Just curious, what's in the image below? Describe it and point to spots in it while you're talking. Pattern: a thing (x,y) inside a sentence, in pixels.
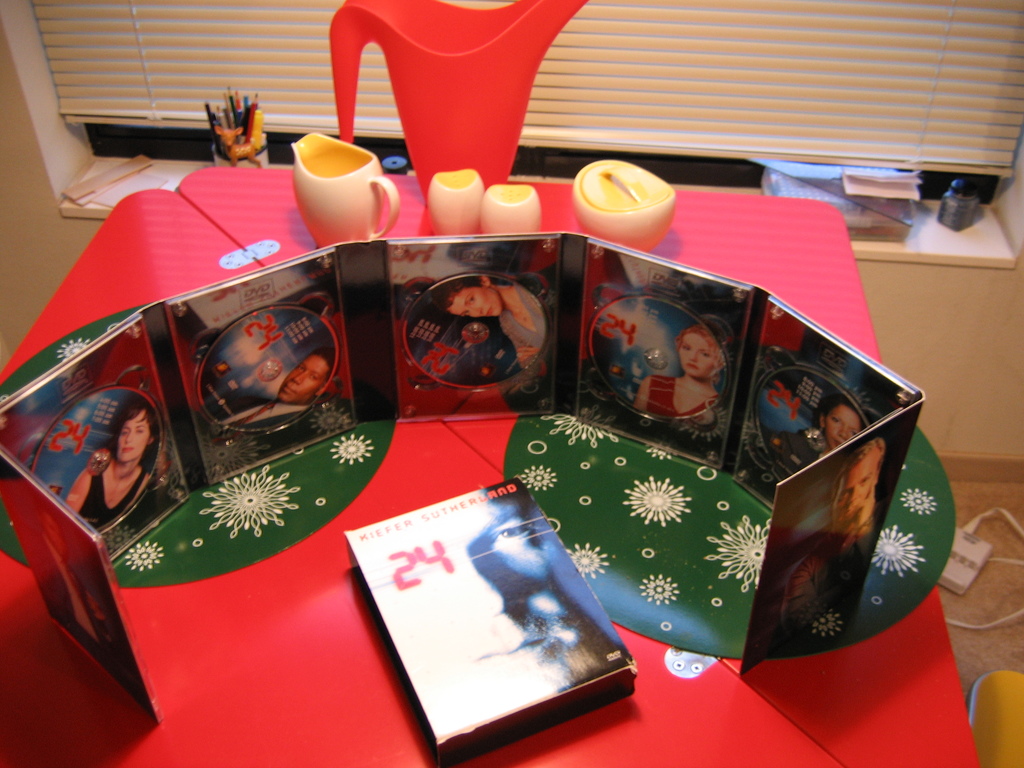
In this image we can see there is a wall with a window (935,197). And there is a table (651,480), on the table (261,206) there are DVDs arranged in an order. And at the back (900,178) there are cups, jar (964,209), box (894,214), paper (872,179), pens (222,115) and few objects (233,141).
